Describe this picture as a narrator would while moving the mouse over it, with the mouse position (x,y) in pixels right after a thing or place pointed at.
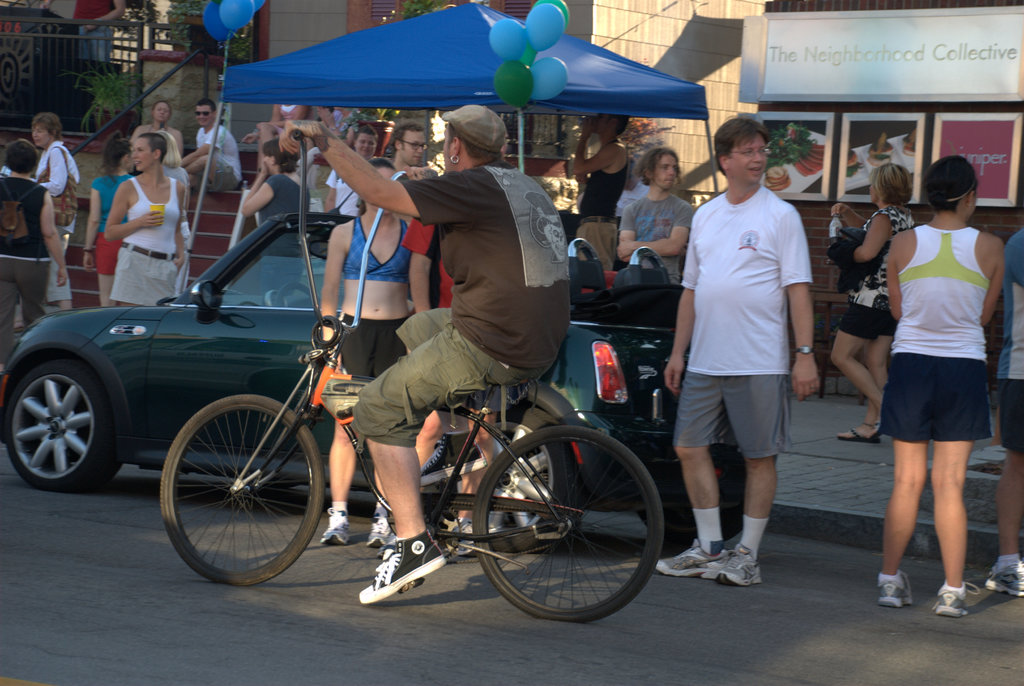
In this image we can see a person (486,274) wearing brown t shirt (475,308) is riding the bicycle (320,497) on the road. In the background (156,285) we can see many people (168,212) standing, a car (163,333), tent (326,103), balloons (511,87), stairs (196,193), building (315,35) and flower pots (104,103).
